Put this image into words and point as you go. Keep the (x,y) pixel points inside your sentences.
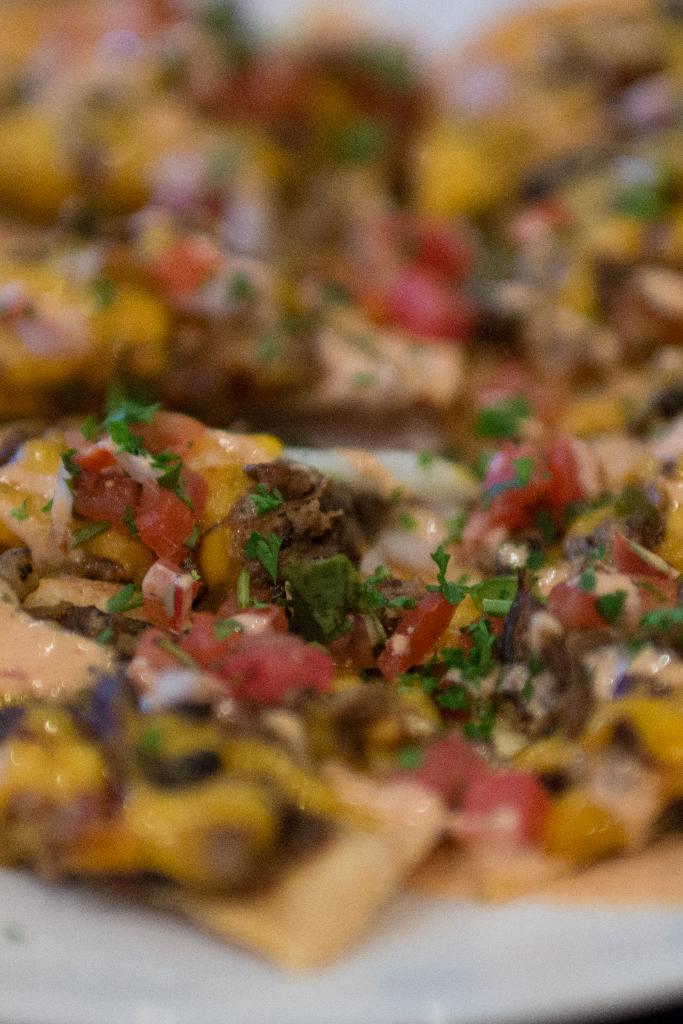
In this picture we can see food (554,841).
